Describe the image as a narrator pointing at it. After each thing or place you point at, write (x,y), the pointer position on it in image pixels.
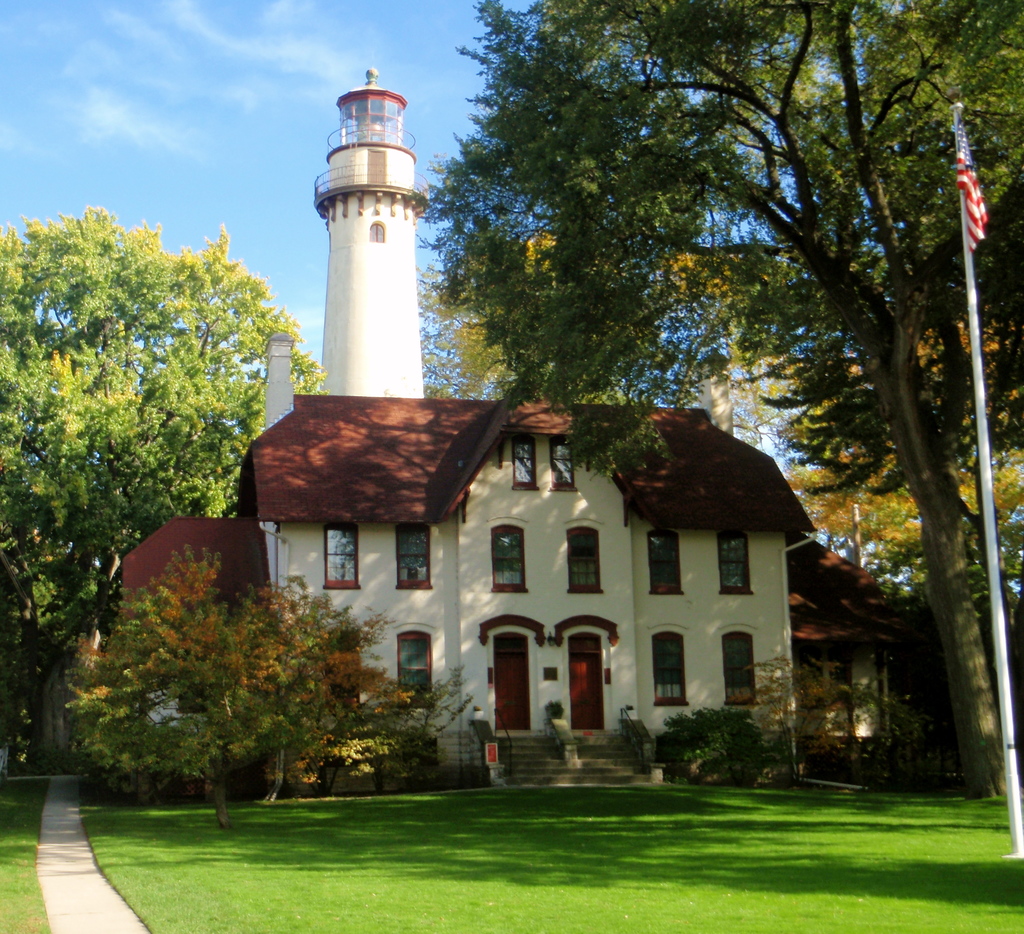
In the center of the image (479,577) we can see a building (452,636). On the right side of the image (867,332) there is a flag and tree (861,294). On the left side of the image (191,715) we can see trees (72,691). At the bottom (502,813) there is a grass (326,872). In the background (199,105) there is a sky (195,116) and clouds (91,99).
